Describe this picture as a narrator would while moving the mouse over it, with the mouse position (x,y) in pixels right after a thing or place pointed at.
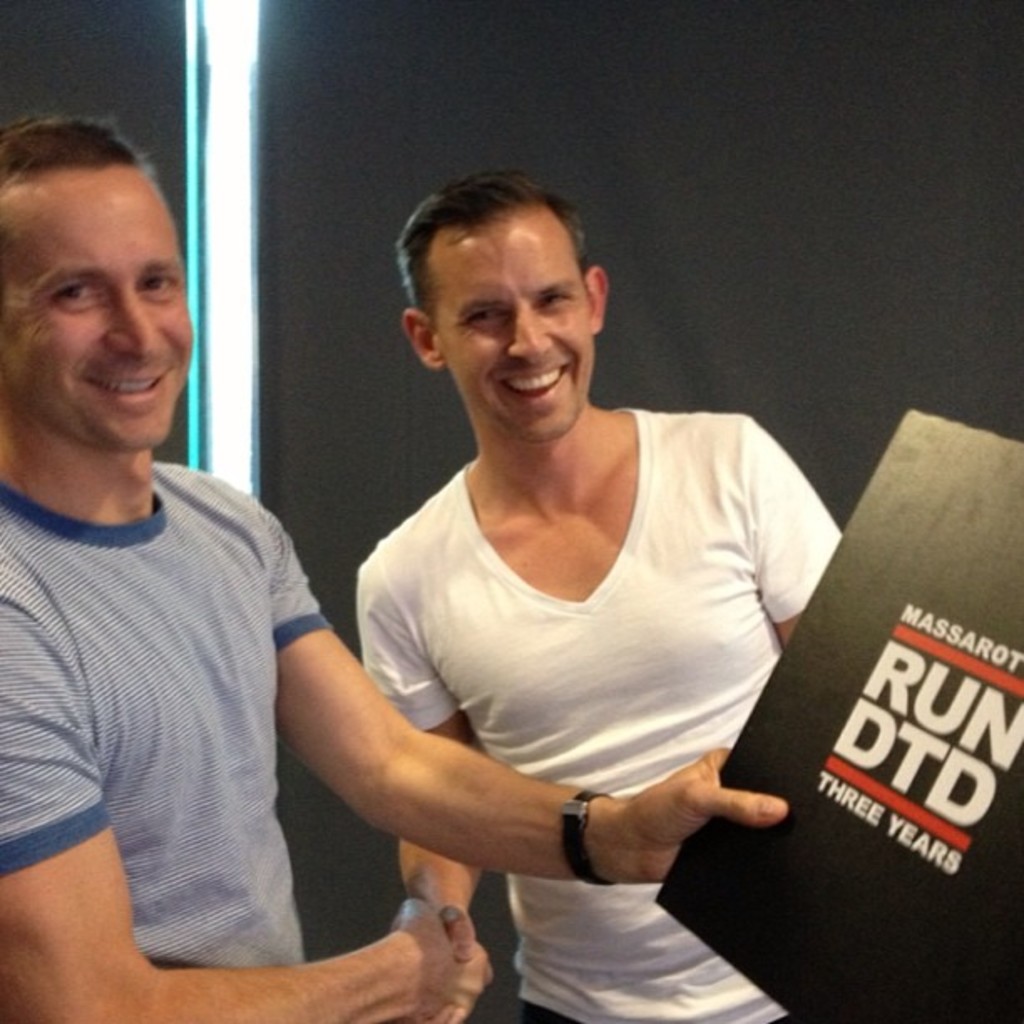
In this image we can see persons (575,679) standing and holding a book (792,712). In the background (644,184) there is wall (270,80).
